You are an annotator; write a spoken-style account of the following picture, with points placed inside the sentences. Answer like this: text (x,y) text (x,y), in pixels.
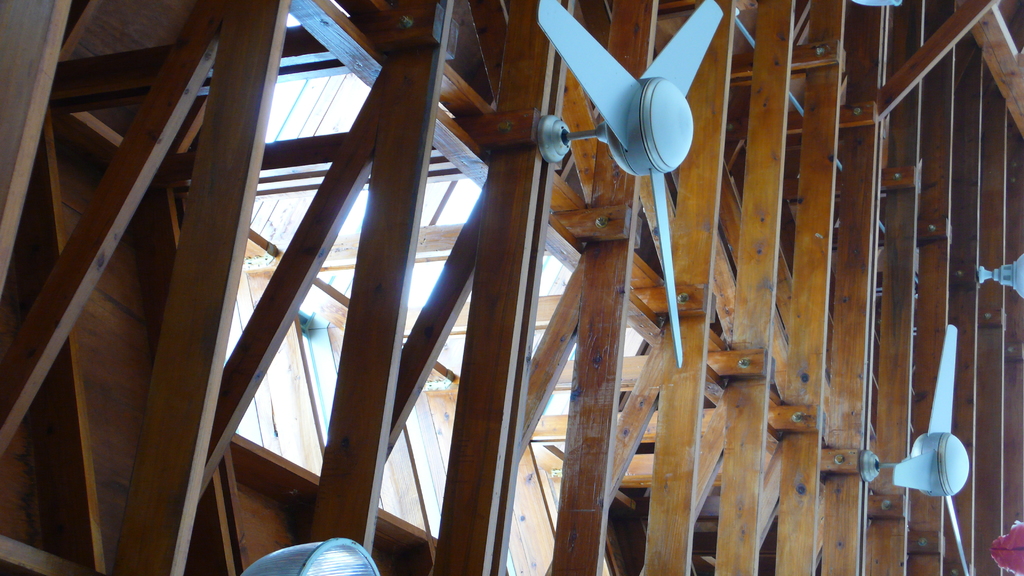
In this image there is a wooden ceiling (14,338), for that there are fans (598,92) and lights (268,564).
